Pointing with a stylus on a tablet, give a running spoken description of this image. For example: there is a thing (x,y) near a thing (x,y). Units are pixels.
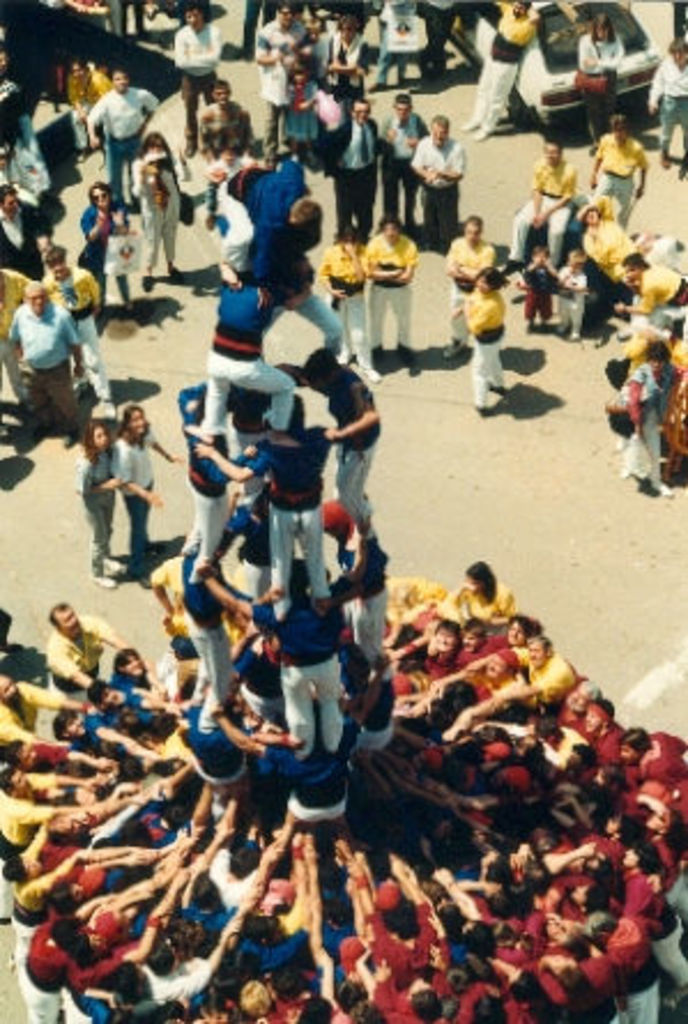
In this image I can see the group of people (194,815) with different color dresses (220,532). To the side of these people (326,607) I can see the vehicle (572,100). These people (607,110) are on the road (494,562).
